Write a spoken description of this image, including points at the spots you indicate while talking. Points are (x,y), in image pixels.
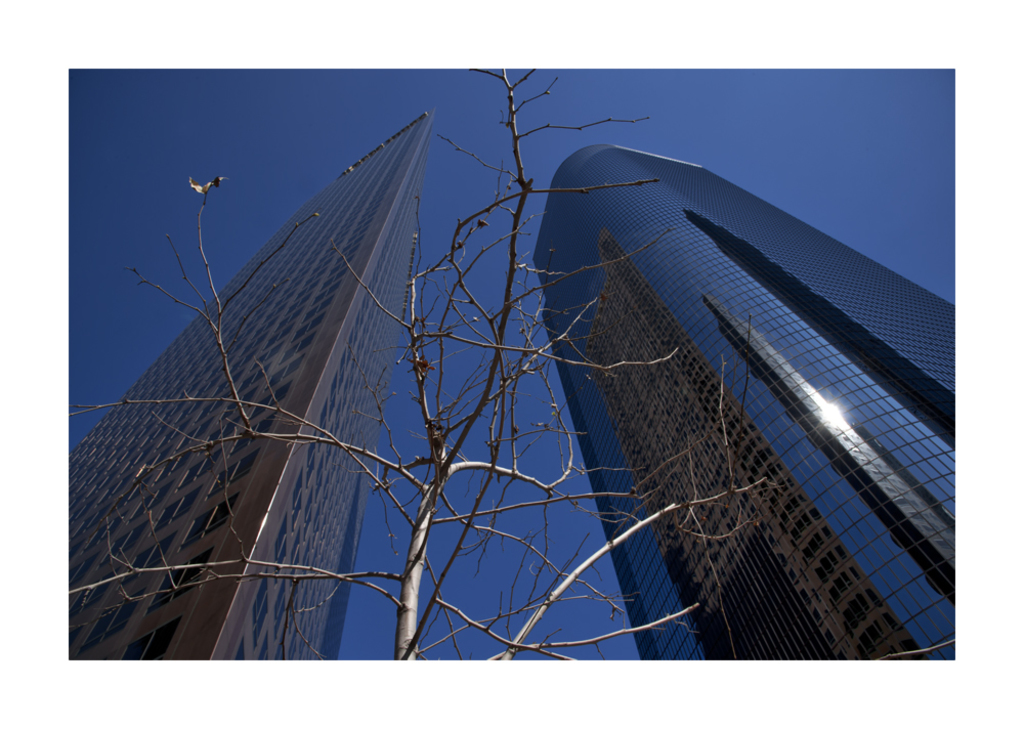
In this image we can see tree (435,437) which has no leaves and there are some tallest buildings (612,317) and top of the image (289,121) there is clear sky (674,151).
